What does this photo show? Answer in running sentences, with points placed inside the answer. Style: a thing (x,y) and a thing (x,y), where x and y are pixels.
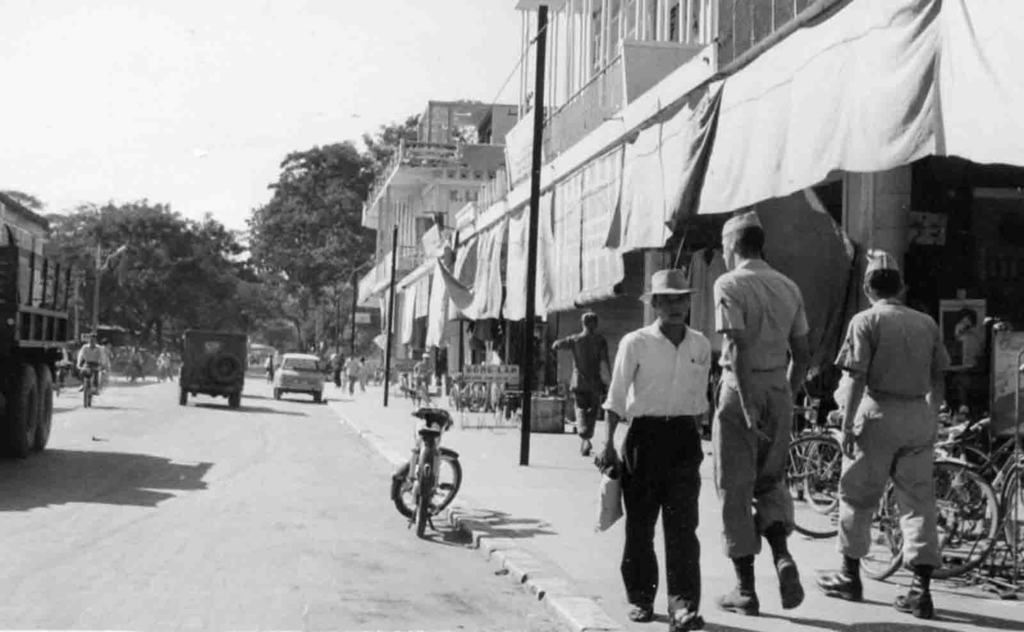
This is a black and white image, in this image there are a few vehicles (196,360) passing on the road (164,381), beside the road (146,390) on the pavement (588,472) there are a few people (759,519) walking and there are cycles (835,464) parked, on the either side of the road (296,407) there are lamp posts (98,305), trees (265,297) and there are shops (645,265) with curtains (584,233) in front of the buildings (619,321).
